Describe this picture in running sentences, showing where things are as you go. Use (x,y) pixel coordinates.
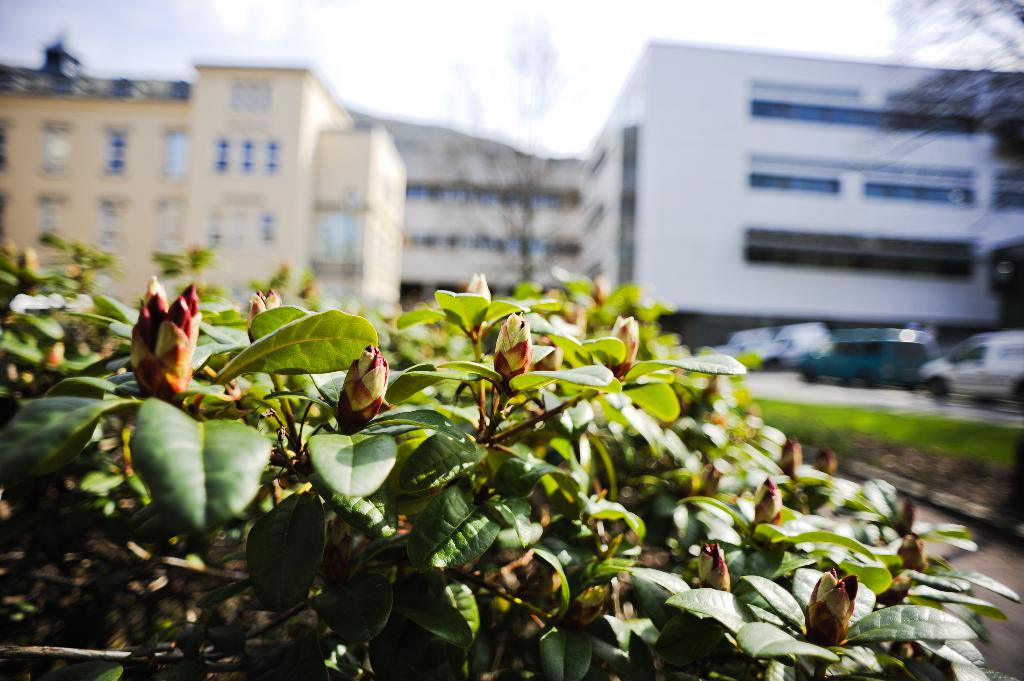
In this image I see the plants (511,334) over here and I see that totally blurred in the background (820,211) and I see the buildings (548,189) and few vehicles (850,343) over here and I see the sky (530,64) and I see the grass (842,426) over here.
